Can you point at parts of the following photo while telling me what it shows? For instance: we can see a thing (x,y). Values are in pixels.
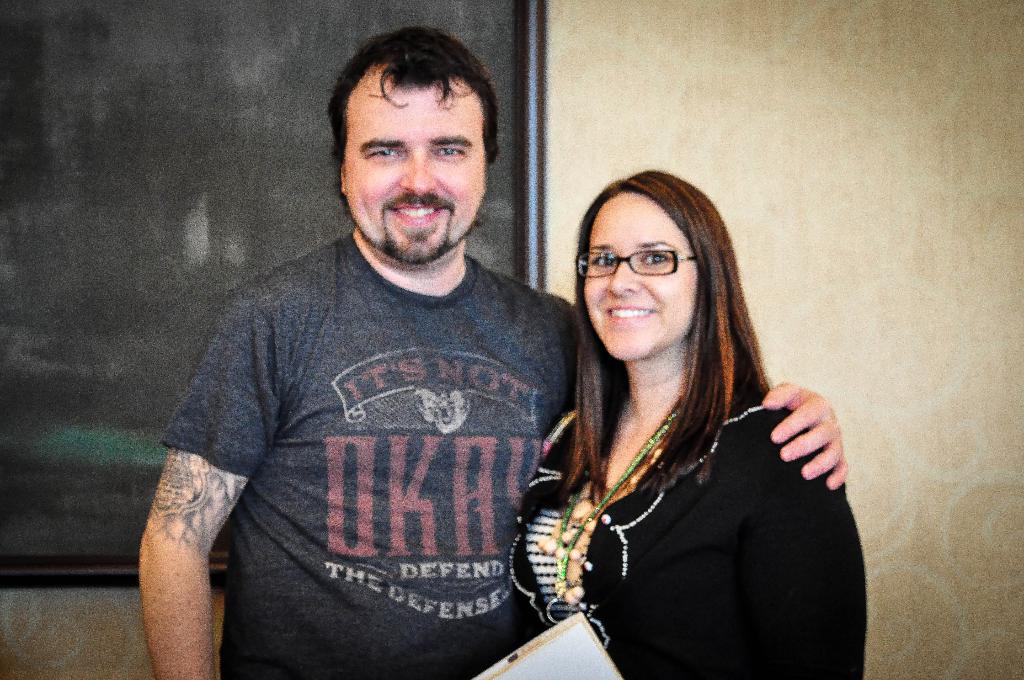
In this image, we can see people (436,392) standing and smiling and one of them is wearing glasses (594,267) and holding an object (562,641). In the background (303,48), there is a board (210,163) and a wall (883,253).
